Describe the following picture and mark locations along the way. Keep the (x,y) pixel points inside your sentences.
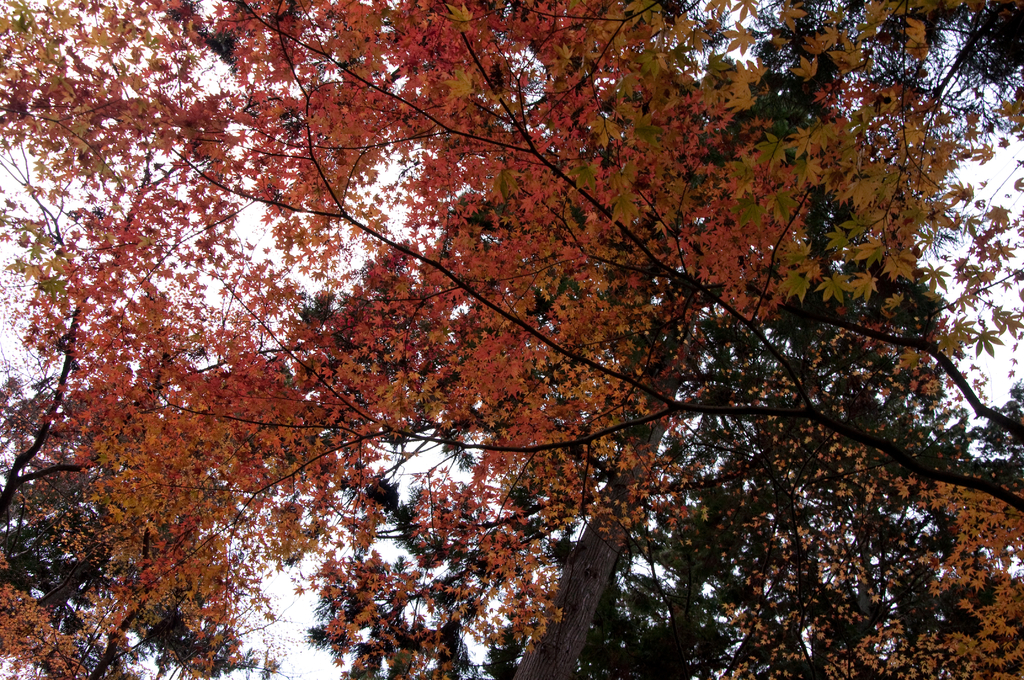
In this picture we can see a few trees (936,204) throughout the image.
